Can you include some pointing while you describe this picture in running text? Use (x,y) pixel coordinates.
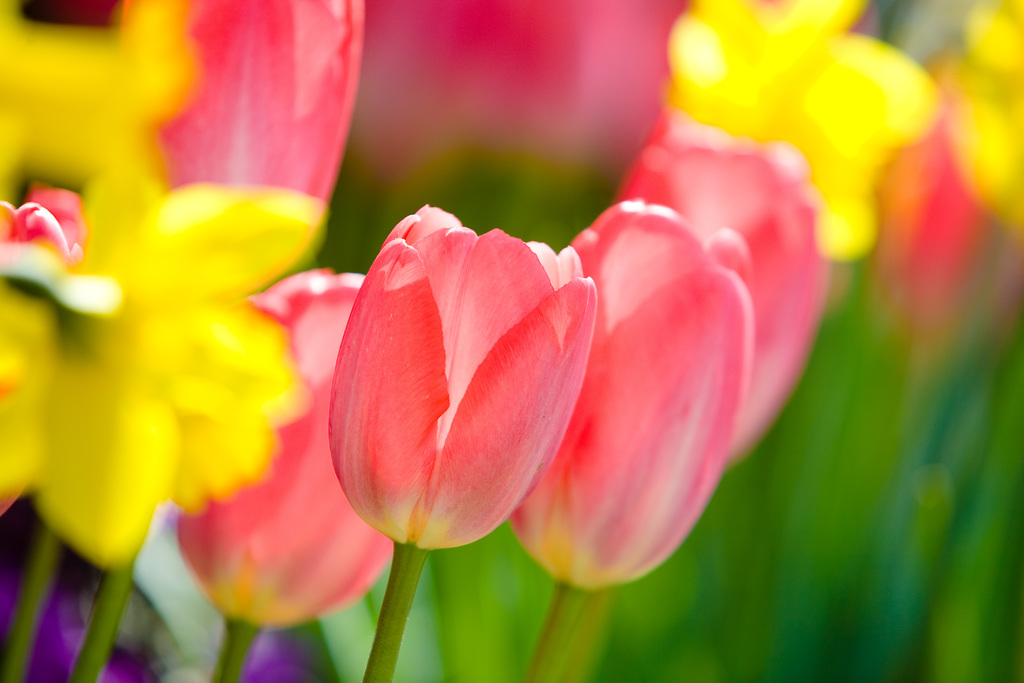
In this image we can see tulips (643,336).
